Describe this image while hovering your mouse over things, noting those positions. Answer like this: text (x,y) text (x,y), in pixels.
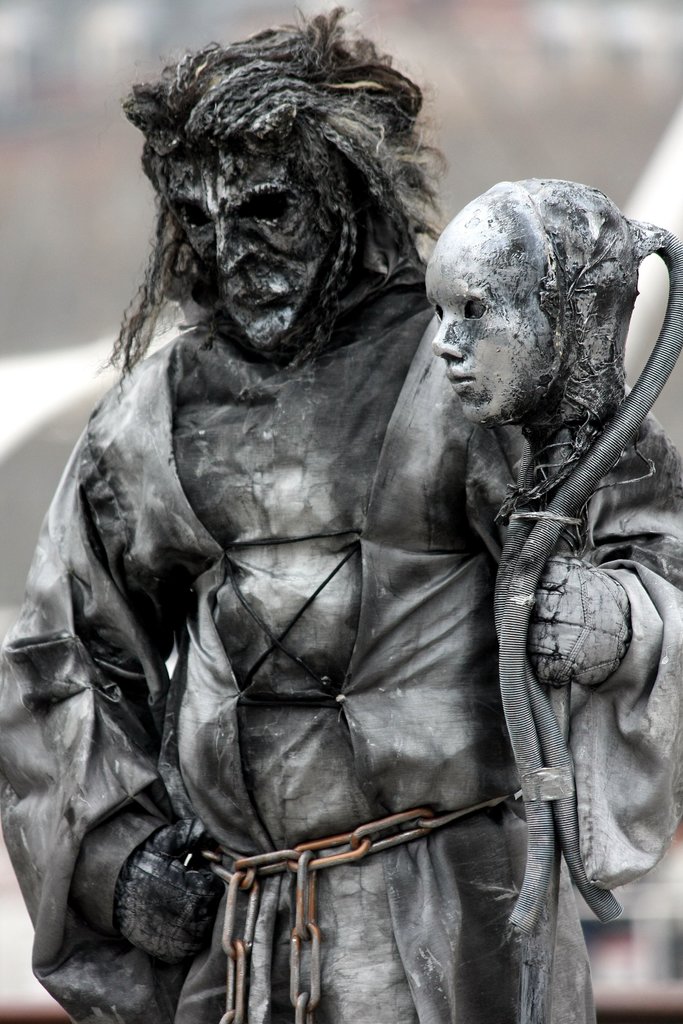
There is a person (88,570) standing and holding a person head (520,299). Background (71,18) it is blur.
